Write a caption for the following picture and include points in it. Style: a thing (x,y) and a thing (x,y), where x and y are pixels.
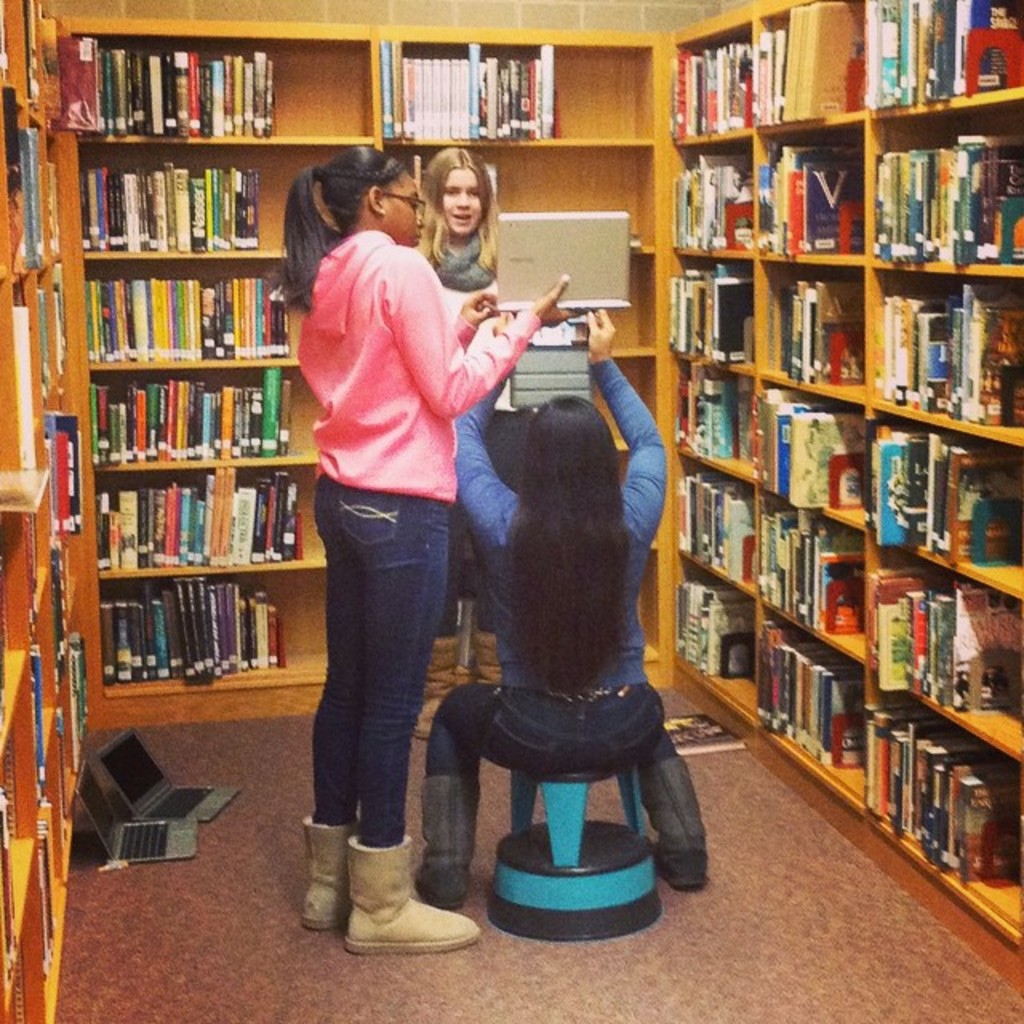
This is an inside view of a room (662,680). Here I can see a woman (584,659) is sitting on a stool (569,830) and other two women (422,358) are standing by holding a laptop (541,261) in the hands (496,308). Beside these people (335,747) there are two more laptops (129,812) on the floor (164,902). In the background (97,258) there are few racks (527,199) which are filled with the books (826,461).
